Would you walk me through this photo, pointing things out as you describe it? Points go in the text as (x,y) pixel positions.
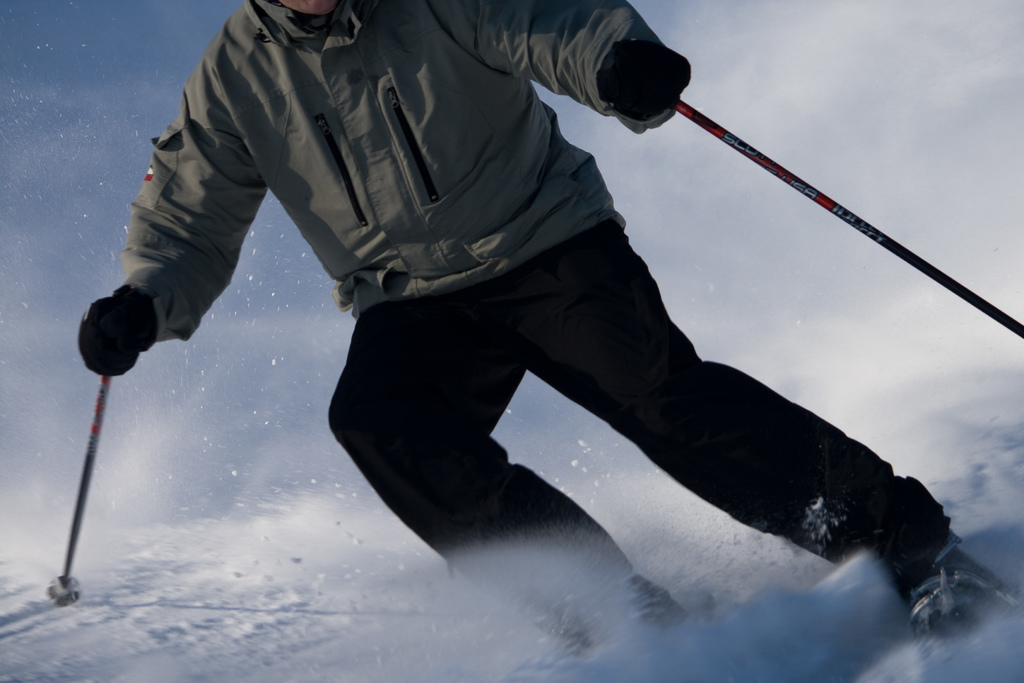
In the image there is a man (366,139) in grey jacket (448,213) and black pants (874,513) skiing on snow (251,585).
